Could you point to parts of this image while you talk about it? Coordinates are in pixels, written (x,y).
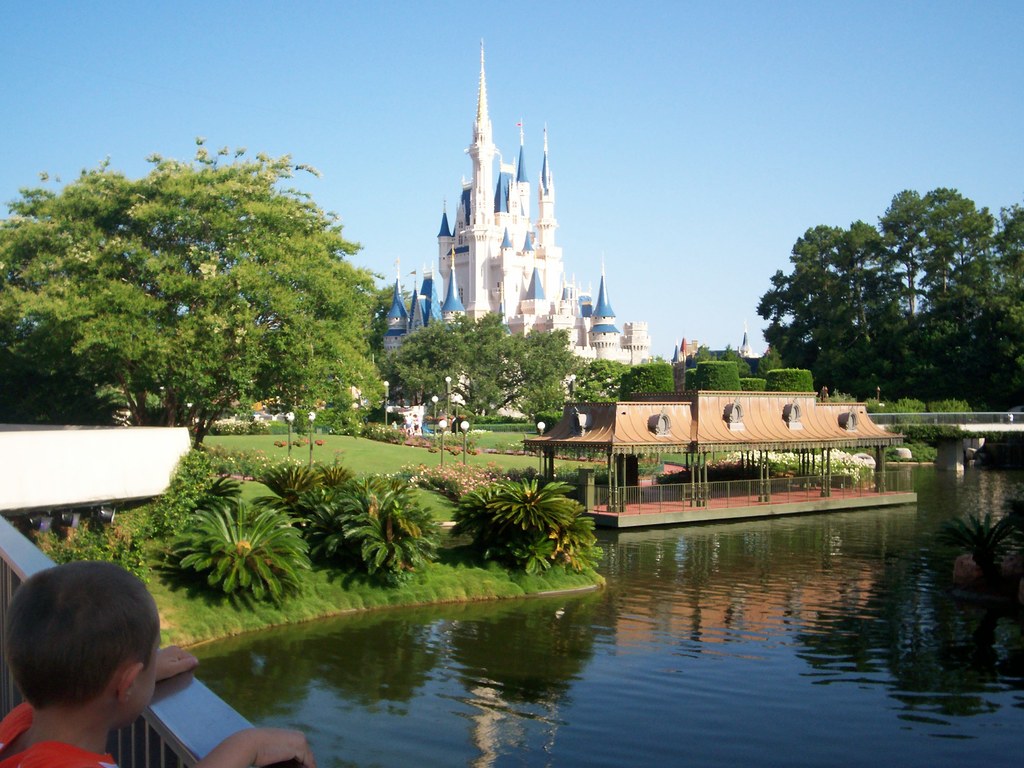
There is a kid (122,625) and we can see water (919,544), plants (539,497), shed (648,438) and grass (428,574). In the background (341,376) we can see trees (327,367), buildings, lights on poles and sky (760,344).
